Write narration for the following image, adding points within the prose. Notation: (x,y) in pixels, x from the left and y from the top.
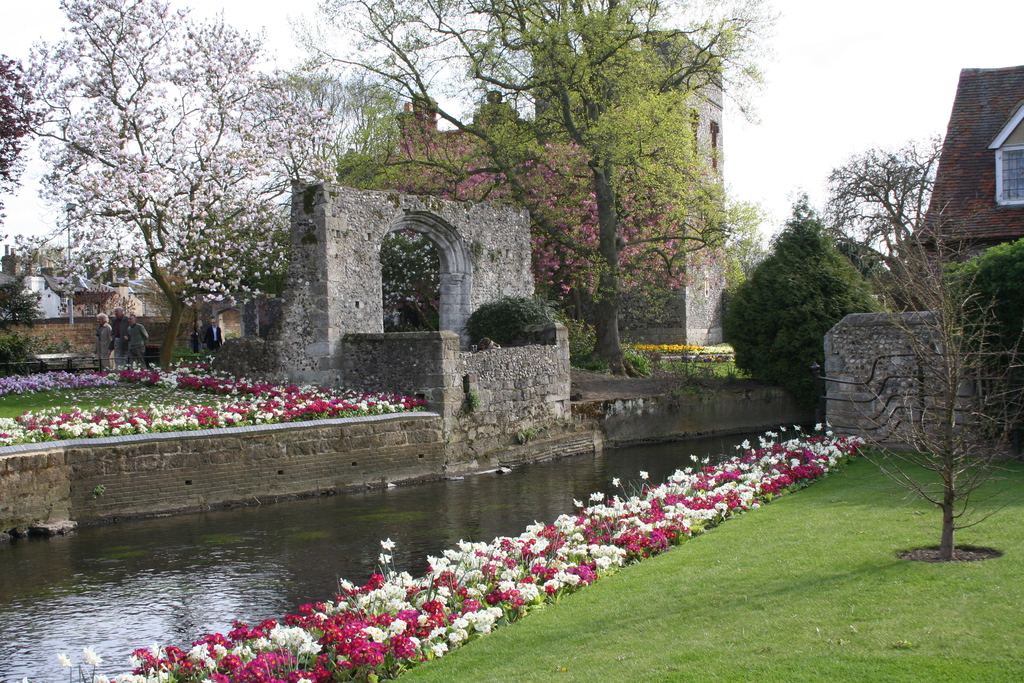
In the center of the image (562,410) we can see the arches (310,260), wall (483,387). In the background of the image (92,51) we can see the buildings (1020,227), trees (1023,299), flowers (153,682), grass (929,599), windows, roofs (975,206). On the left side of the image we can see some people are standing and pole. In the middle of the image (682,447) we can see the water (537,500). At the bottom of the image (966,631) we can see the ground (585,598). At the top of the image (763,143) we can see the sky (786,3).
